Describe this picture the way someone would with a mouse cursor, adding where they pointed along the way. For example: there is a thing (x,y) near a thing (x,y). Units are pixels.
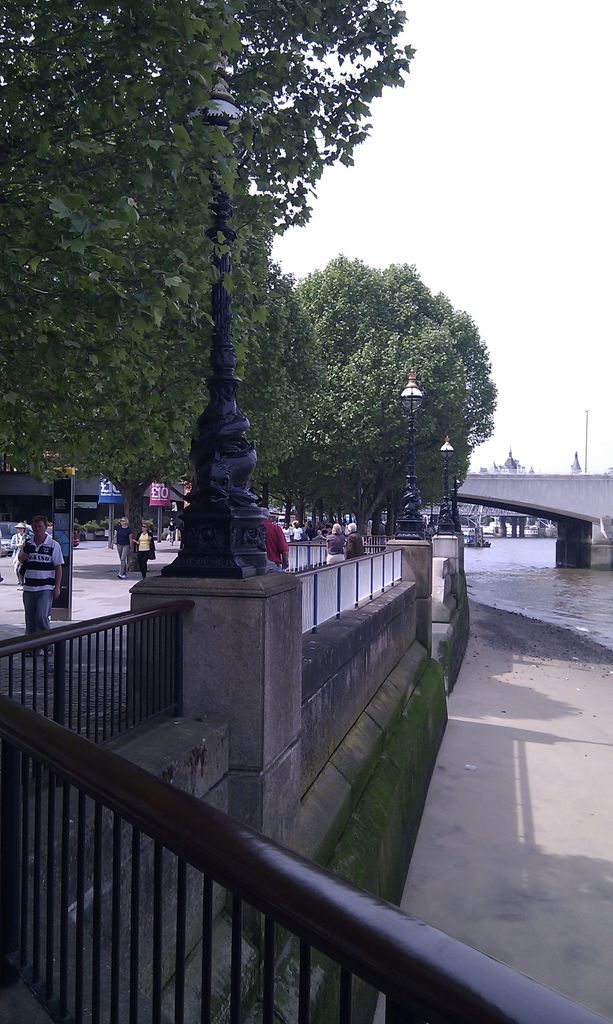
This image consists of trees (211,344) in the middle (249,365). There is sky (305,183) at the top (388,237). There is the bridge (568,551) on the right side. There are some people (28,614) on the left side (24,525).
